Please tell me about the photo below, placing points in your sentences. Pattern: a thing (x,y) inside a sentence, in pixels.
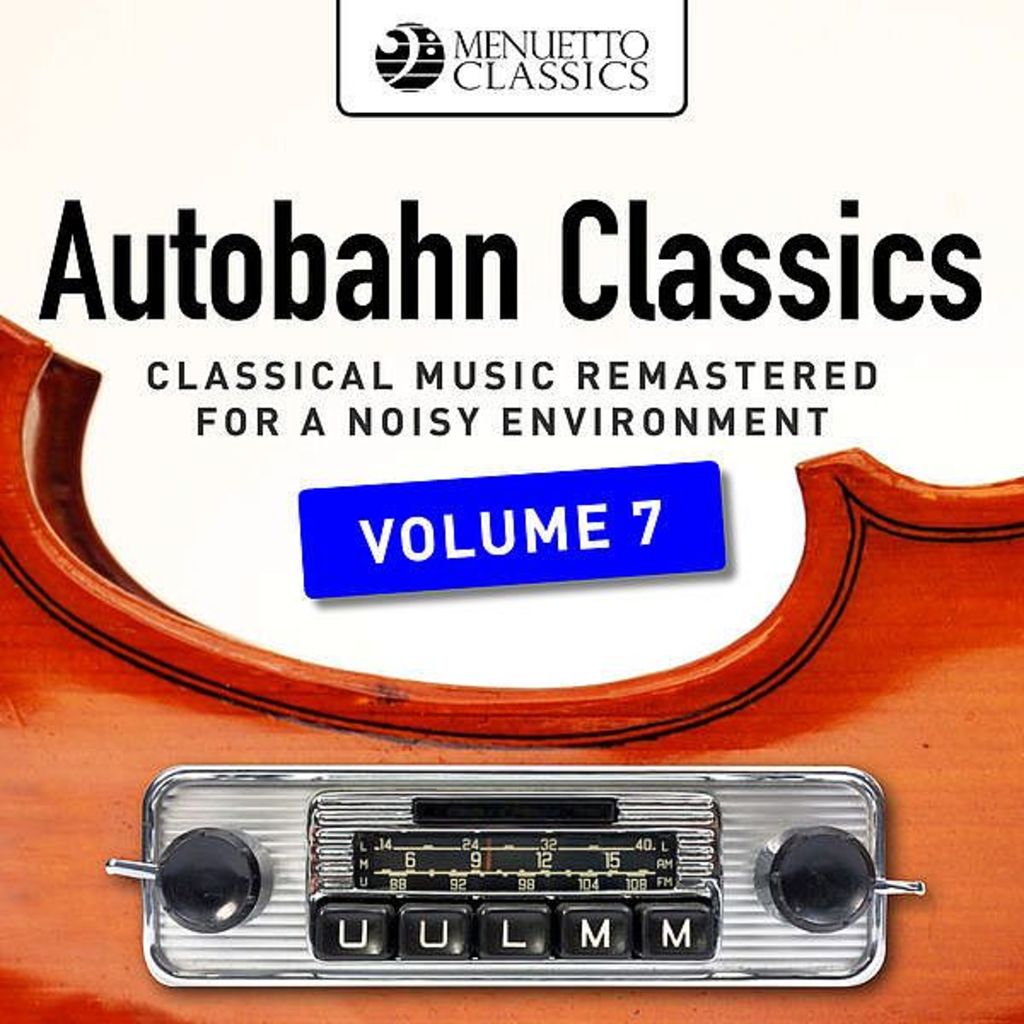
This is a poster (828,792) and in this poster (783,527) we can see a device (506,782), wooden object (72,535) and some text (550,80).
